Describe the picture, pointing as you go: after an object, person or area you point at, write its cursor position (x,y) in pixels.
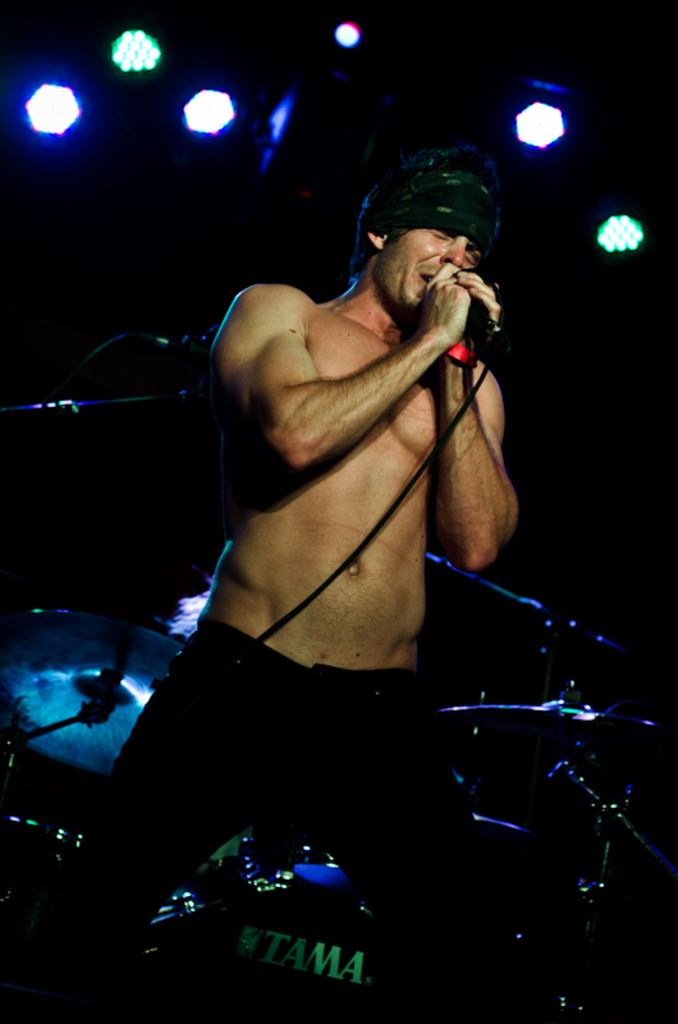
In this image i can see a man (342,515) standing and singing by holding a microphone (493,323) at the background (206,131) i can see few lights (207,125).
